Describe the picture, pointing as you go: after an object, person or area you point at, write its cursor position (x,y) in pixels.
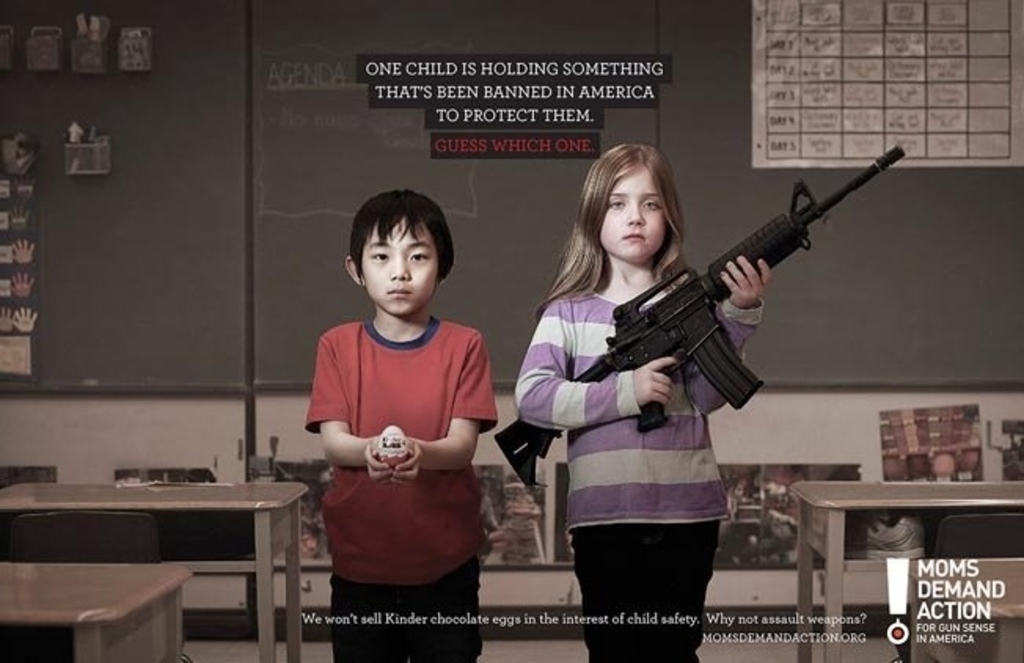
In the image we can see there are people (519,396) who are standing and one is holding rifle (876,171) in their hand (763,273).
